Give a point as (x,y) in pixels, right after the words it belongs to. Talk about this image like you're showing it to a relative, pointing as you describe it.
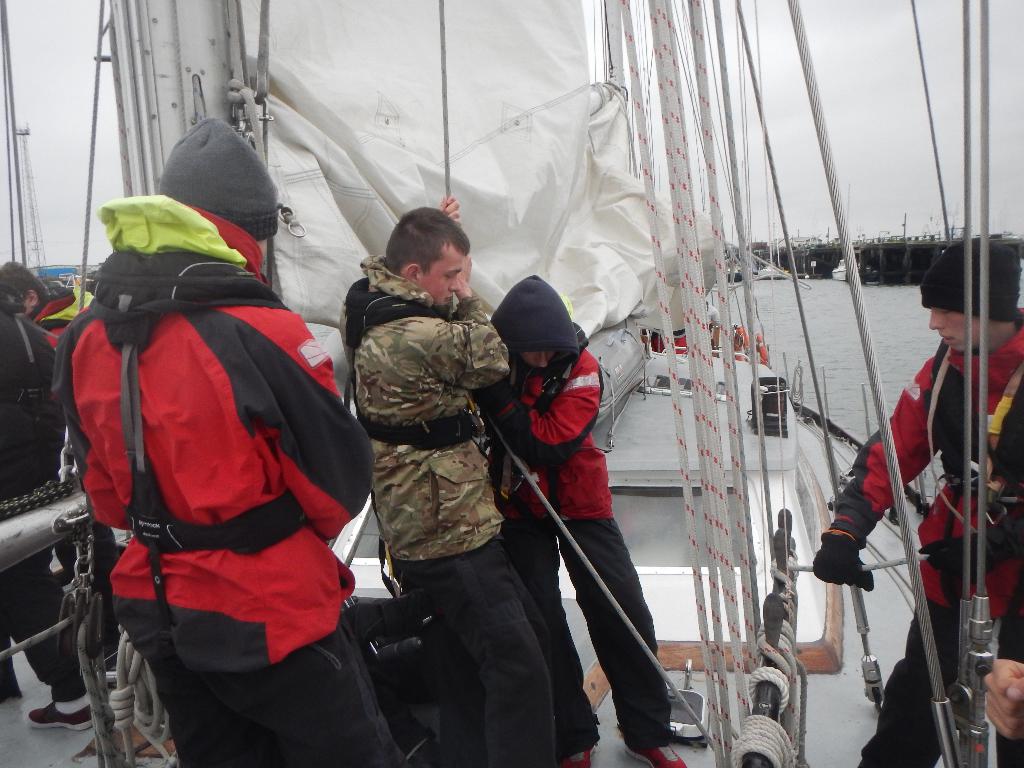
In this image I can see few persons (420,456) are standing on the boat (882,622) and holding ropes (904,501). I can see the white colored sheet (467,170) and in the background (839,348) I can see the water (831,318), few boats (843,263) and the sky (860,101).
